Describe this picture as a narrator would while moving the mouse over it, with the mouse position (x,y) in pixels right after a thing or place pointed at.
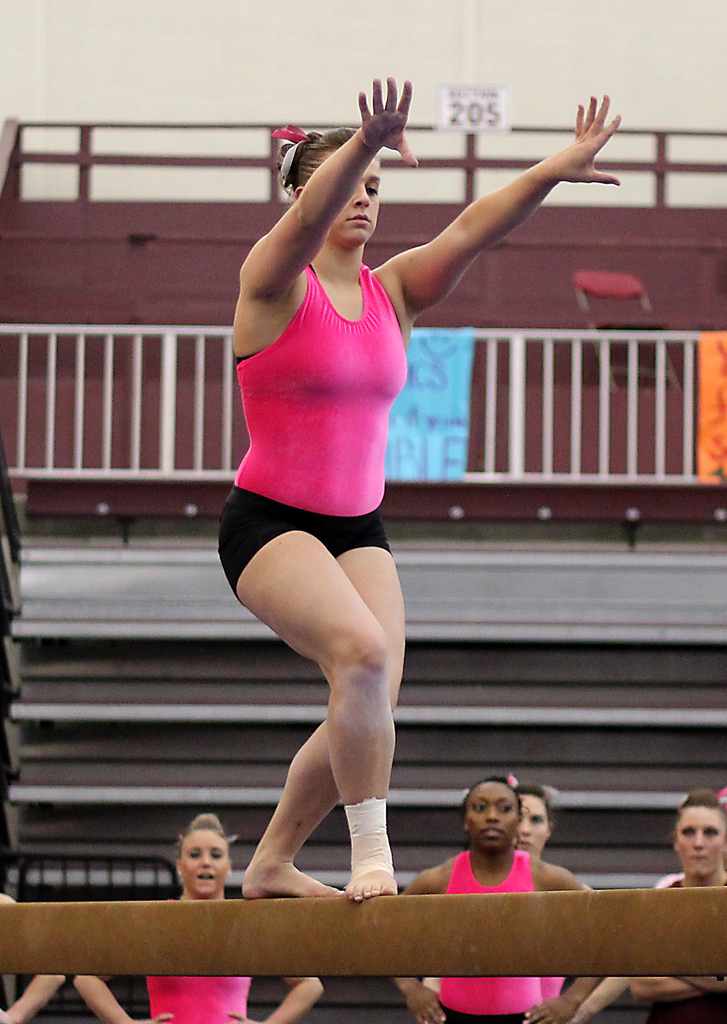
This picture shows a woman (575,175) standing on a wooden plank (358,906) and performing gymnastics and we see few woman (427,886) standing on the ground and we see a metal fence (691,463) with couple of posters (716,391) on it and we see a chair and a wall (538,272).
